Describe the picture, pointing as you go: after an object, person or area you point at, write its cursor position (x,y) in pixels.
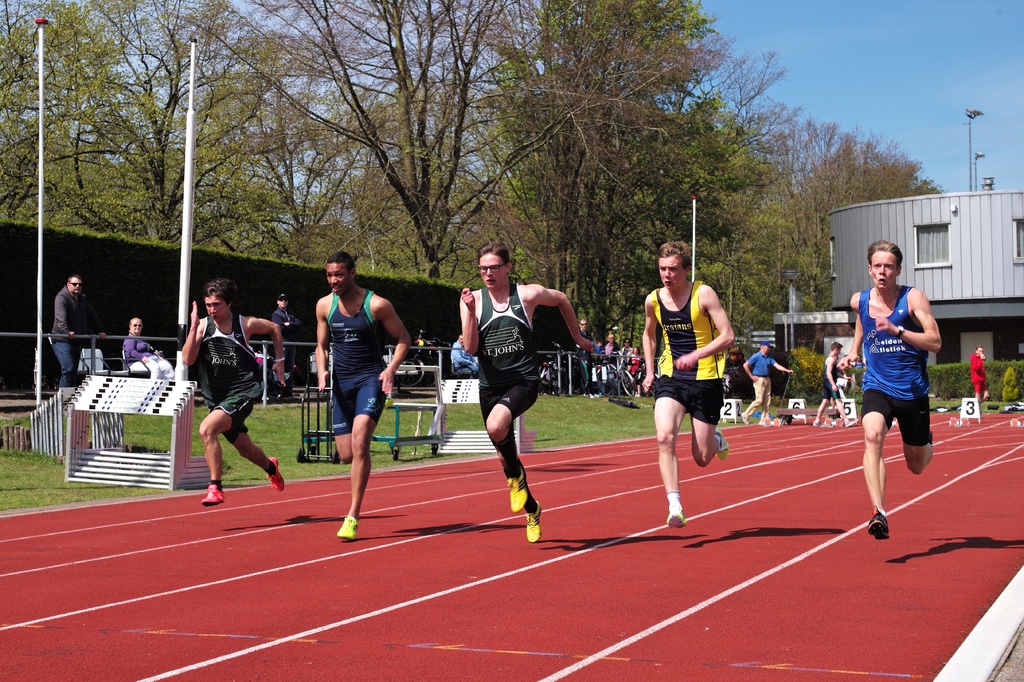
In this picture there are group of people (677,398) running. At the back (979,320) there are group of people (585,370) and there are trees (475,256) and poles (969,163) and there is a building (995,196). At the top (786,89) there is sky (765,94). At the bottom (95,460) there are objects (191,440) on the grass (413,429).
